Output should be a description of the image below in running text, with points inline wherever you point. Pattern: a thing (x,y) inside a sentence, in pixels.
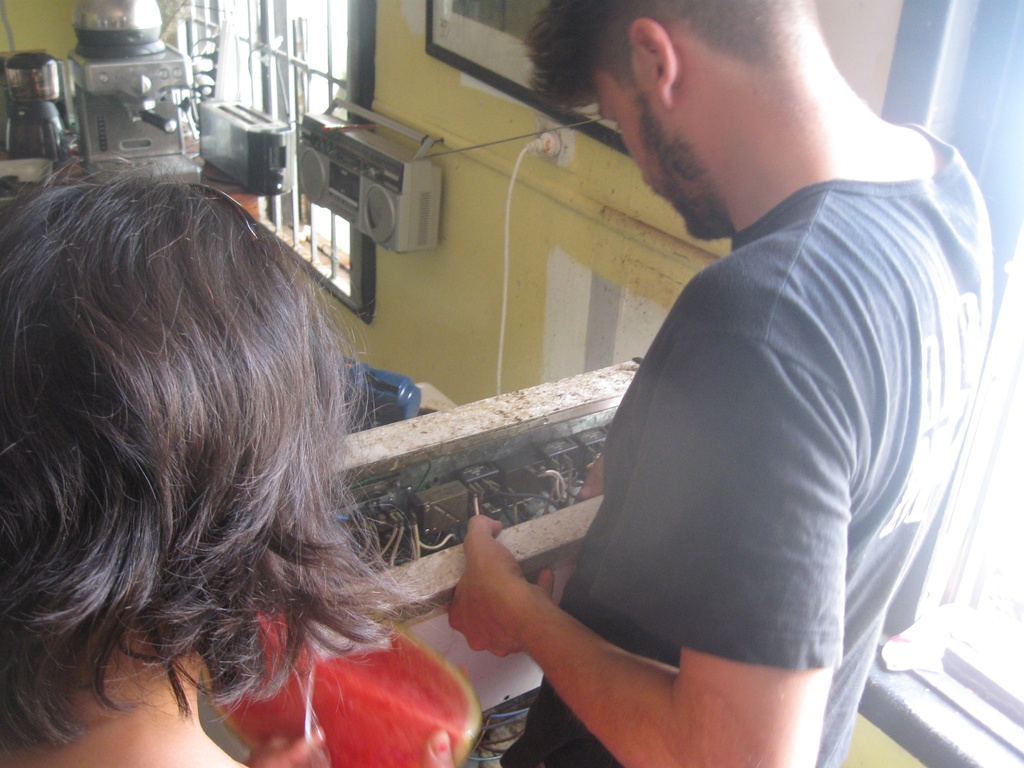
This image consists of two persons (516,570). There is some machinery (385,507). They are doing something. There are windows (294,79) at the top (266,78).
